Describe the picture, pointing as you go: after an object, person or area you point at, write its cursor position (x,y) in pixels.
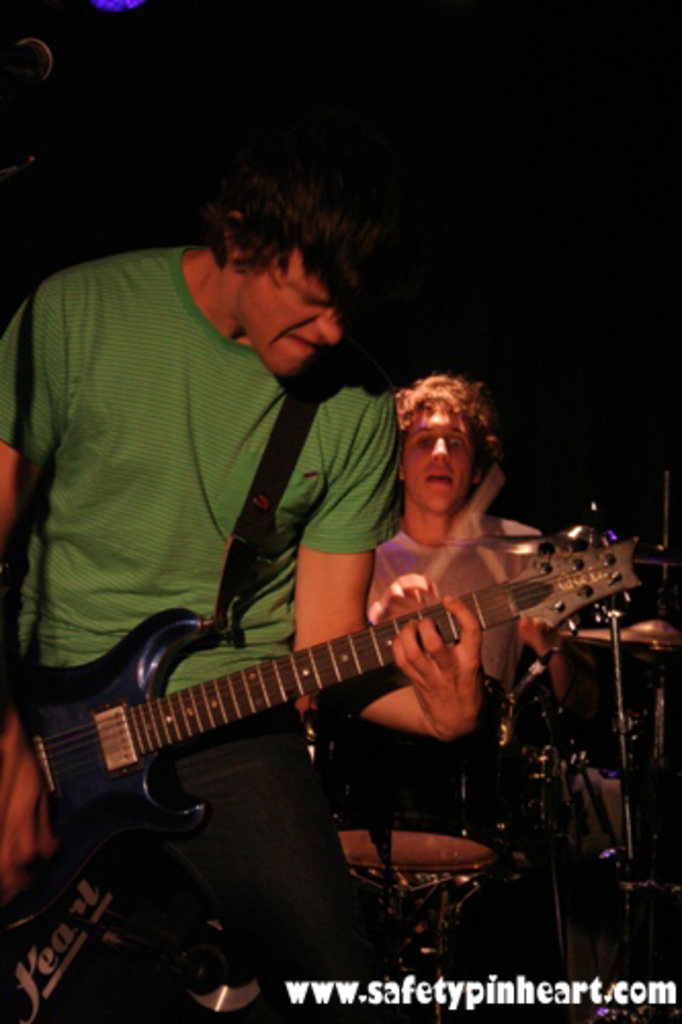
In this picture we can see two men (404,414), the left side person (253,467) is playing guitar (149,651), and the right side person (436,508) is playing drums (548,721), in front of them we can see microphones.
